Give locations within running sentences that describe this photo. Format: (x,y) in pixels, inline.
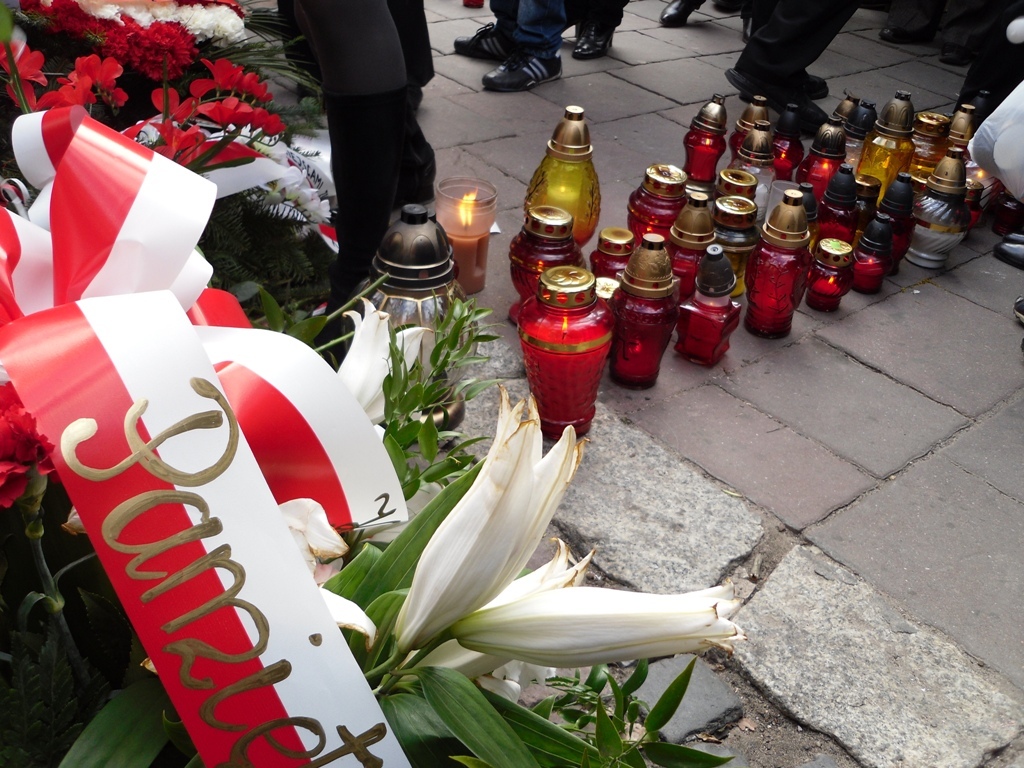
This image consists of plants (294,500) along with a ribbon (225,486). To the right (772,133), there are bottles (646,239) and jars (768,232) kept on the ground (822,373). In the background (412,34), there are many people (793,35) standing.
